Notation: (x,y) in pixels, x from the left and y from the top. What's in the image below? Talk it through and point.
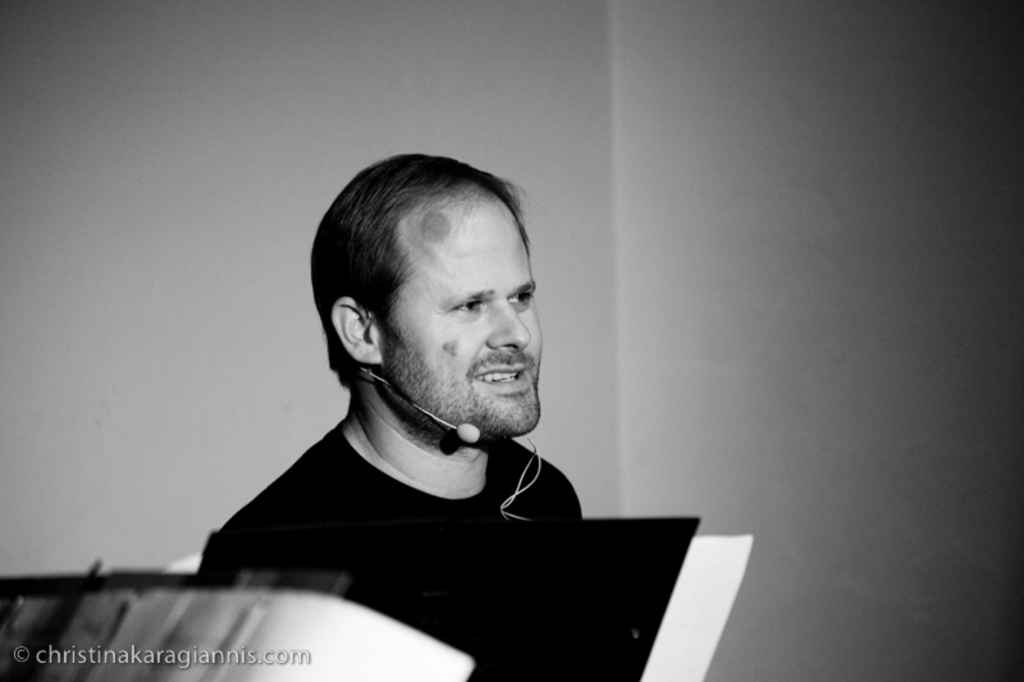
In this image, we can see a person (410,406) is smiling and looking at the right side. At the bottom (669,661), we can see the papers (388,671). Here there is a watermark (176,662) in the image. Background (1006,430) there is a wall (442,130).
